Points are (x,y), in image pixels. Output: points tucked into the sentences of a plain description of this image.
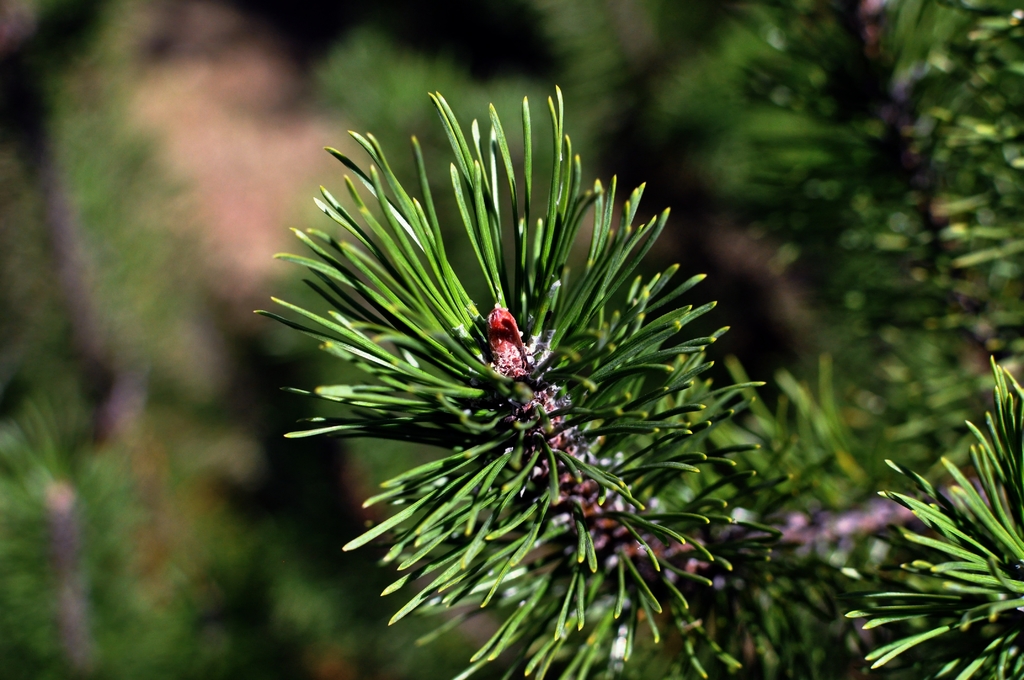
There is a plant (508,435) and the background (833,201) is blurred.
